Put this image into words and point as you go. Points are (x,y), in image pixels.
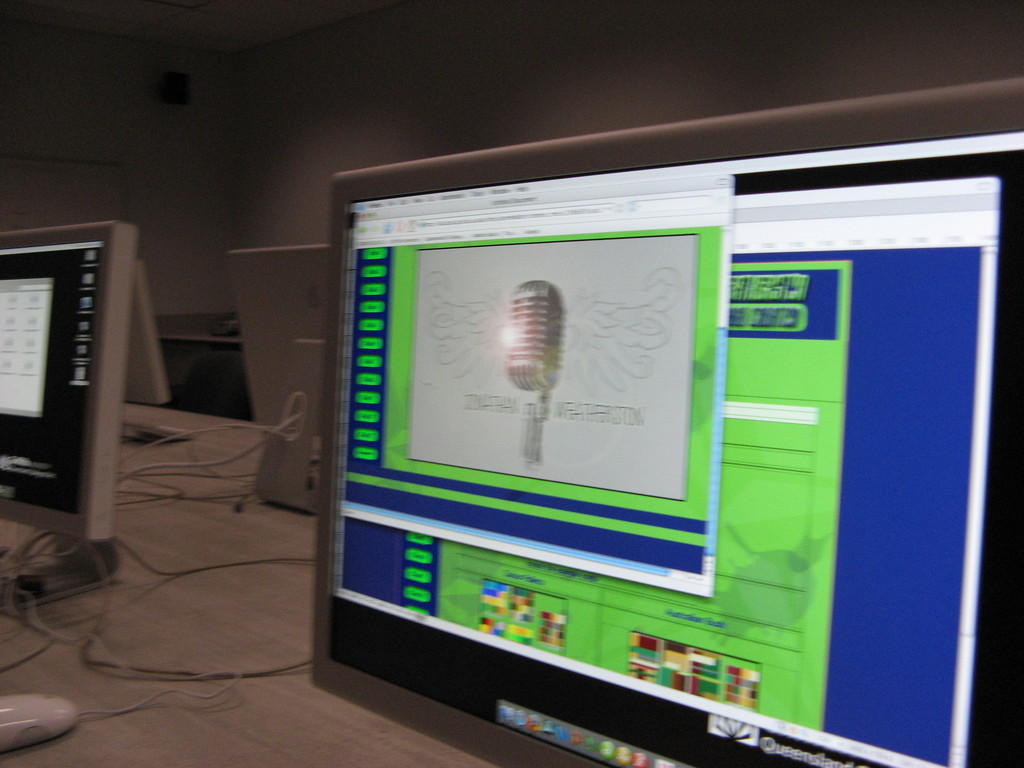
Here we can see monitors (399,330), mouse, and cables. In the background (363,141) we can see wall (237,124).
